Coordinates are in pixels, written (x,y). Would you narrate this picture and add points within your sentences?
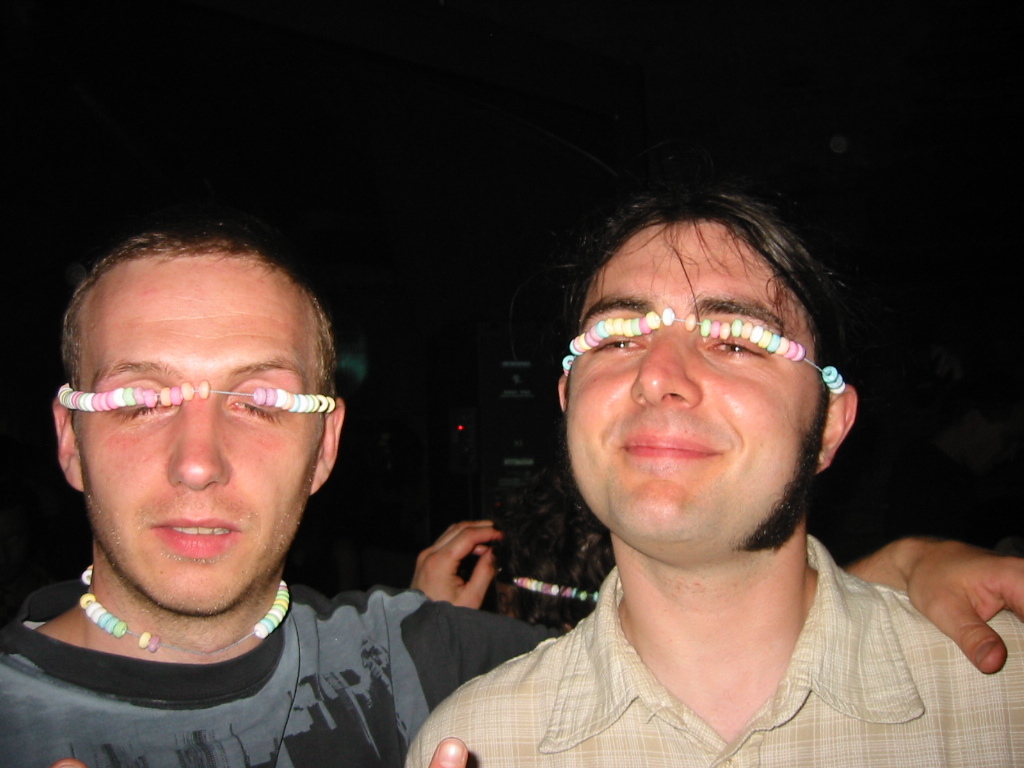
In this image, we can see people (193,264) wearing some chains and the background (255,126) is dark.
